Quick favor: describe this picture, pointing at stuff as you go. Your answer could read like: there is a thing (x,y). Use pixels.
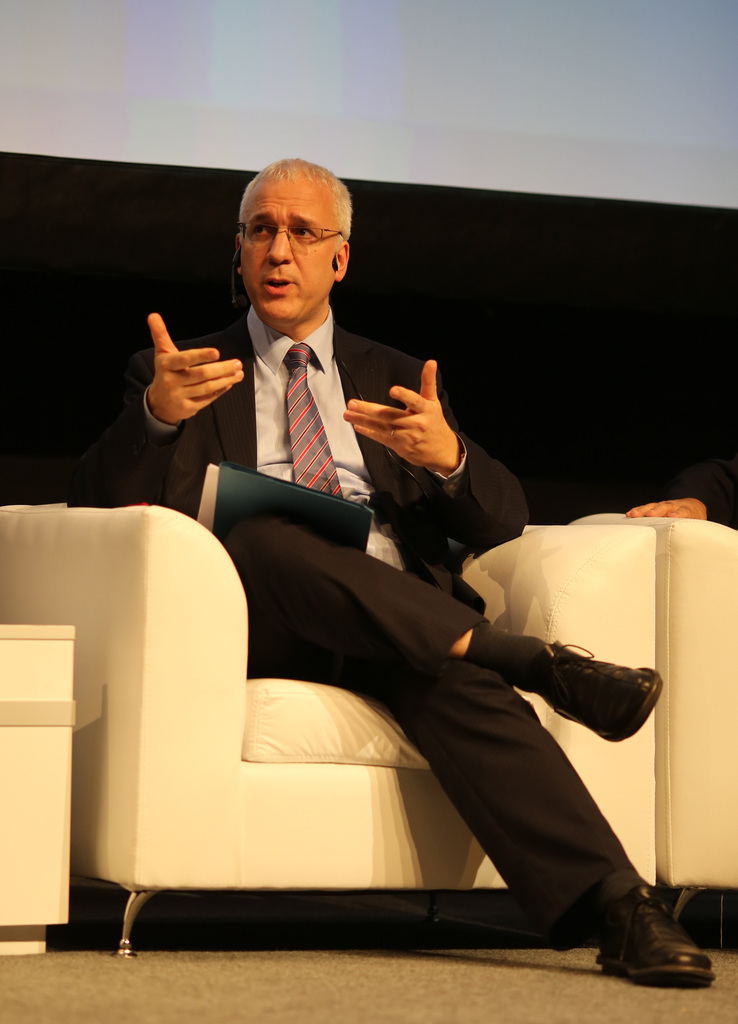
In the image we can see a man (338,486) wearing clothes (335,426), ties (311,440), spectacles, socks (515,653) and shoes (594,671), and the man (265,524) is sitting on the sofa (264,698), the sofa (264,698) is white and cream in color, beside him there is another person (700,487), this is a floor (449,972).
